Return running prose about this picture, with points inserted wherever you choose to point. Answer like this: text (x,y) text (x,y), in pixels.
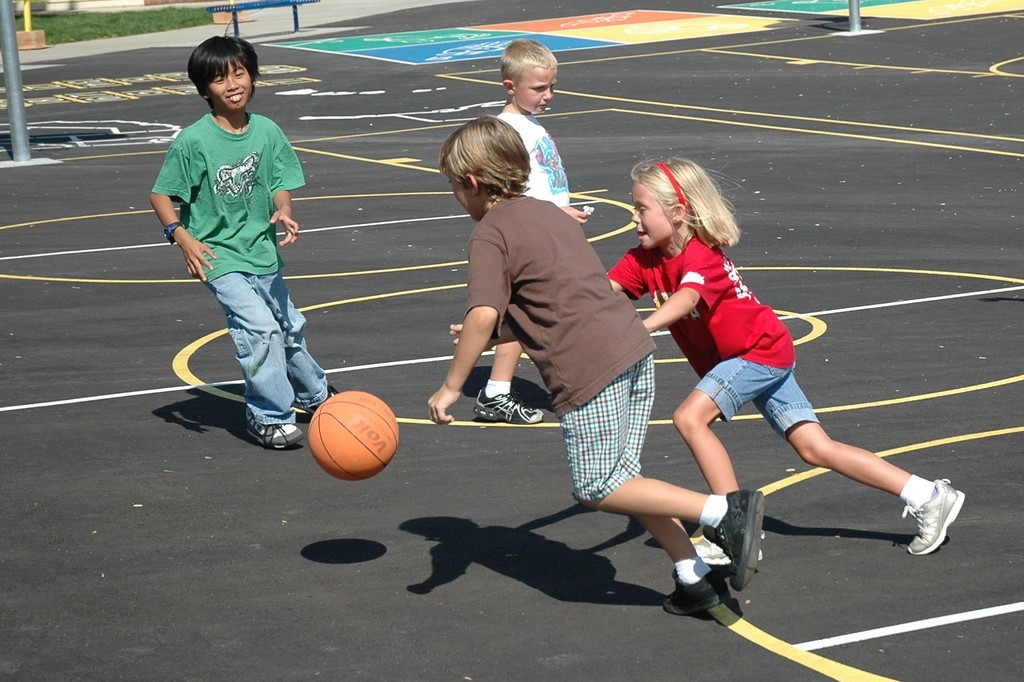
In this image we can see few children (576,241) playing basketball. We can see a basketball court (370,624) in the image. There are few poles (8,53) in the image. There is a bench (256,7) at the top of the image (270,5).
